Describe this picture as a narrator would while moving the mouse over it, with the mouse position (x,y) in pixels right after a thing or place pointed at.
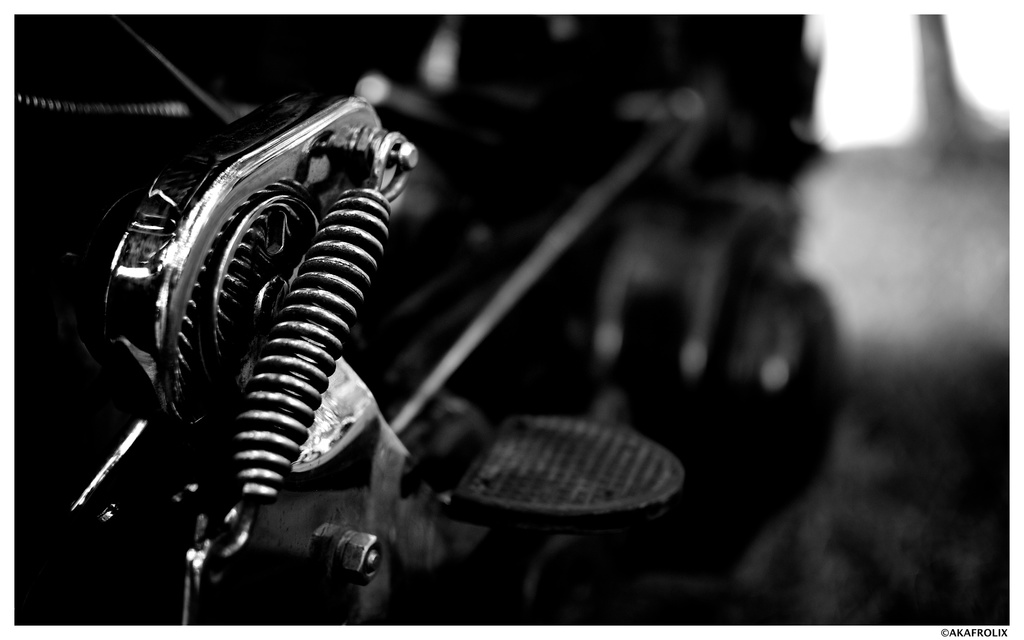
On the left side (331,371) there is a spring stainless steel (291,364) of a bike (441,252). This image is in black and white color.
